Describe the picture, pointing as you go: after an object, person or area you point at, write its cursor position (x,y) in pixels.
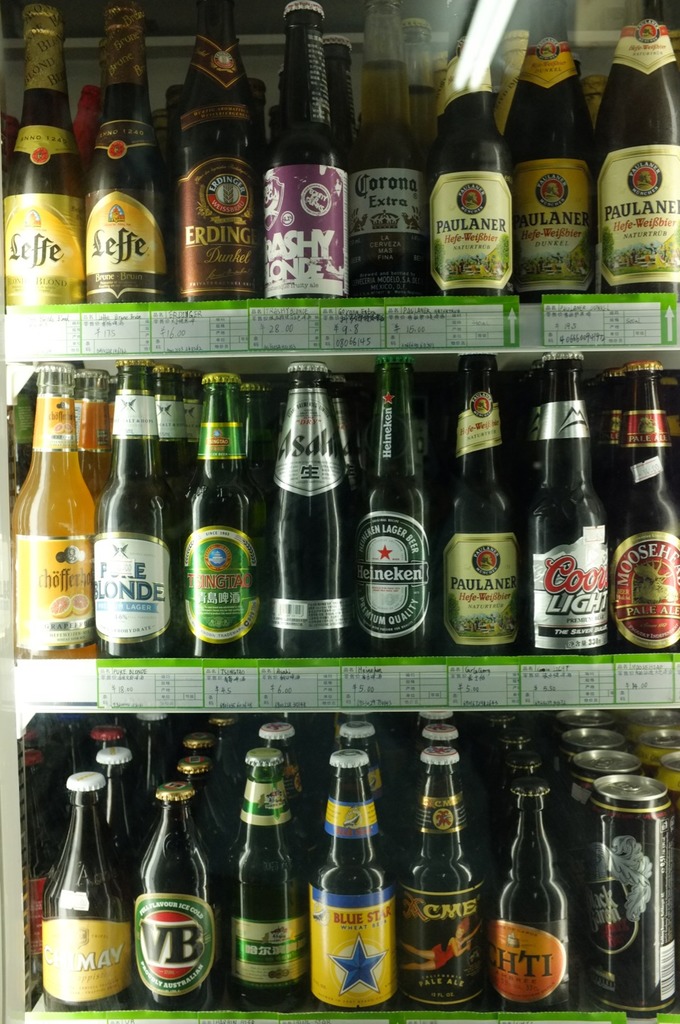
In this image we have a group of beer bottles (438,291) in the back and the labels (399,597).
